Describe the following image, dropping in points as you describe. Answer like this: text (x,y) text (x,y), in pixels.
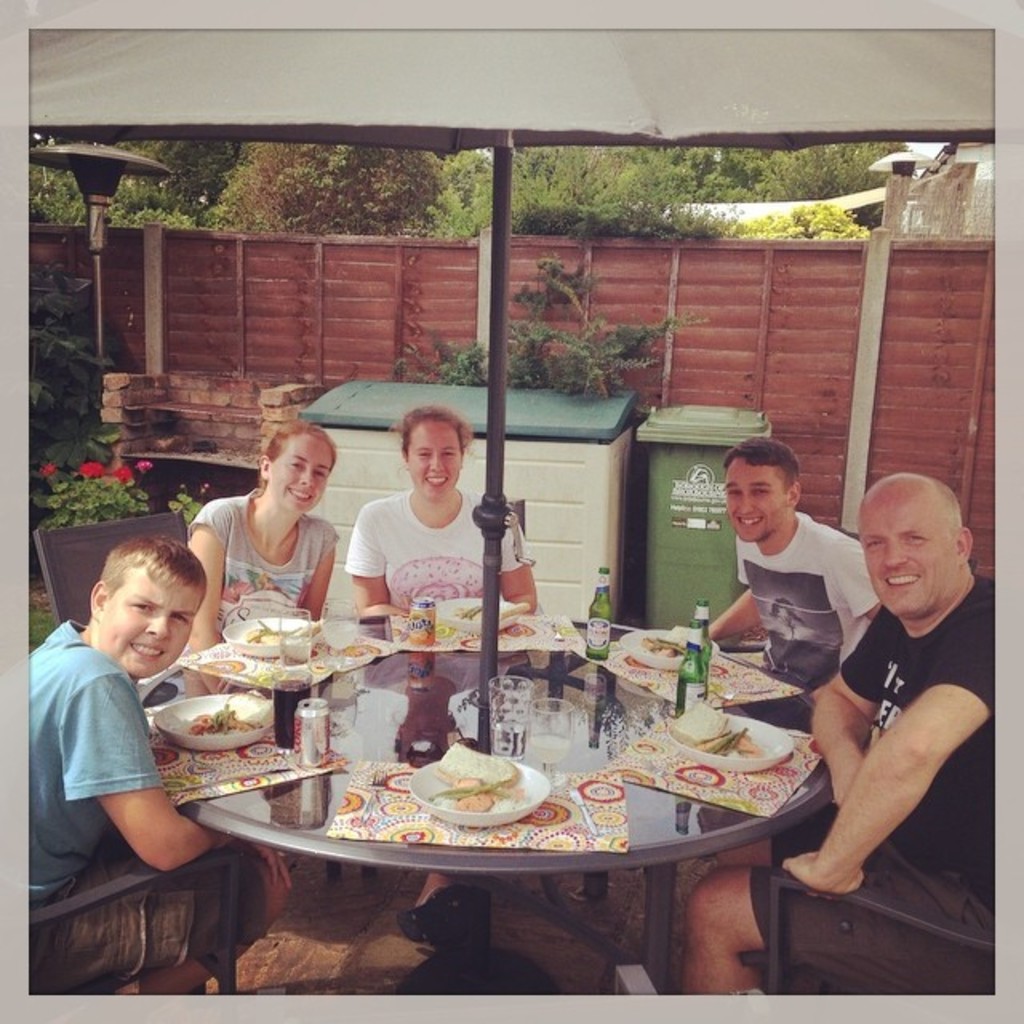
Here we can see a group of people (876,582) sitting on chairs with food (230,719) in front of the table (713,804) present, all of them all laughing, there is an umbrella (499,364) above them, behind there are trees (460,202).
